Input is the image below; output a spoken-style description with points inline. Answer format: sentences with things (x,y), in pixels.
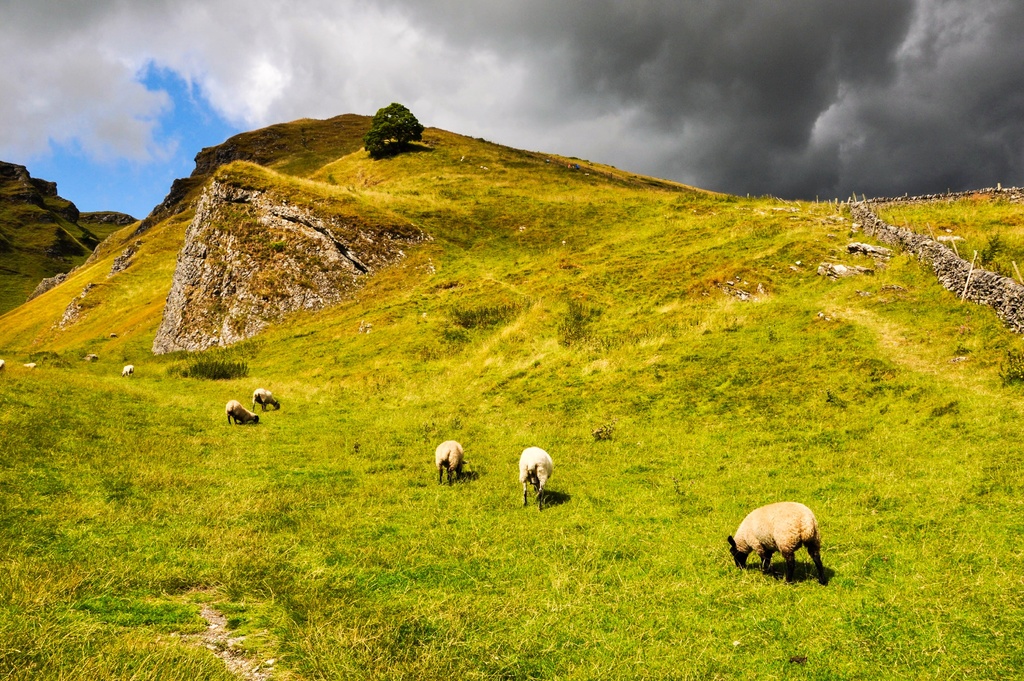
In the picture I can see sheep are standing on the ground (297,467). In the background (124,248) I can see the grass (407,196), hills (493,274), a tree (381,149) and the sky (136,167).
